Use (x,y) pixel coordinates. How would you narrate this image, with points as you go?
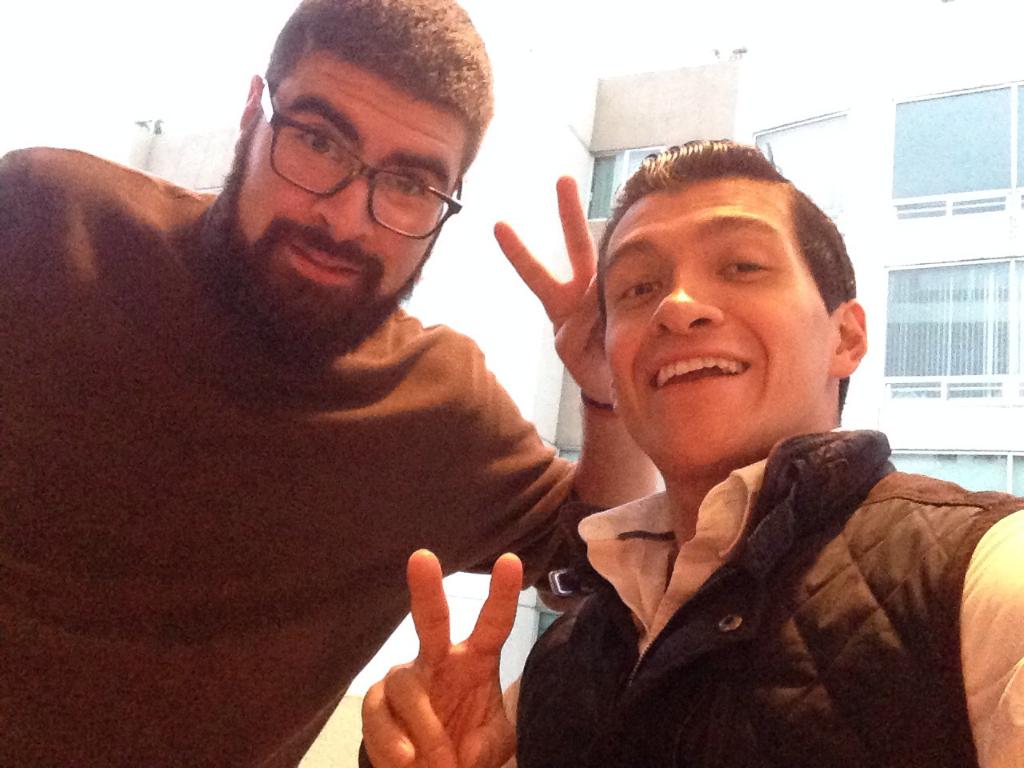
In this picture we can see two men (510,606). Behind these men (434,373), we can see a building (807,87). We can see a few windows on this building (952,219).
